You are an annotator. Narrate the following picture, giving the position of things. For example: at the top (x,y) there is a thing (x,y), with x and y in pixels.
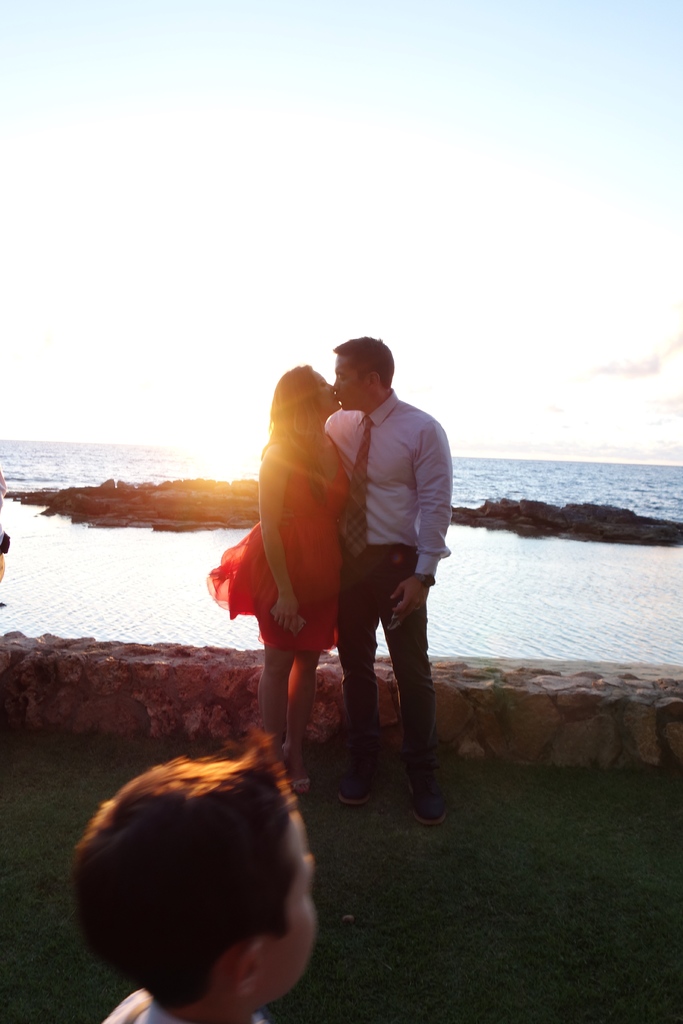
In this picture we can see there are two people (270,555) standing and in front of the people (282,681) there is a boy (169,988). Behind the people (285,648) there is water (500,534) and a sky (277,228).
